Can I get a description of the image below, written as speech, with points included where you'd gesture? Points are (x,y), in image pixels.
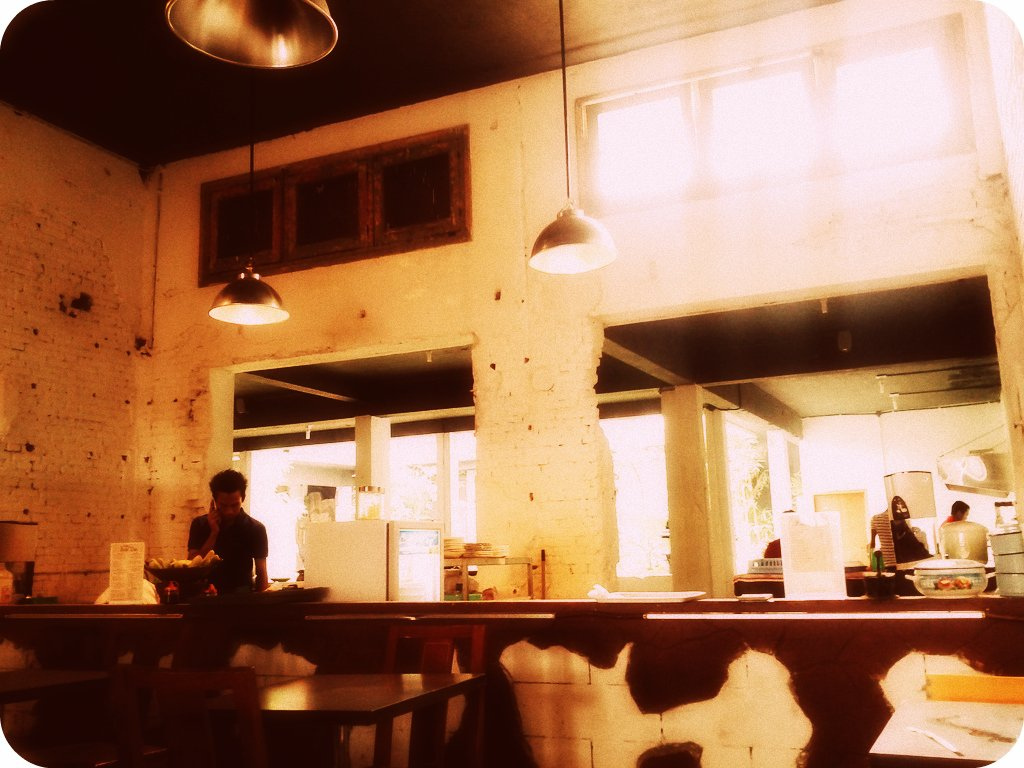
In this picture there is a man (230,541) standing. There is a card (135,584), bowl (163,575), tray (636,595) on the table (633,640). There is also another man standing to the right (962,516). There are boxes (1007,574), lights (258,304) and a tree (741,472).
